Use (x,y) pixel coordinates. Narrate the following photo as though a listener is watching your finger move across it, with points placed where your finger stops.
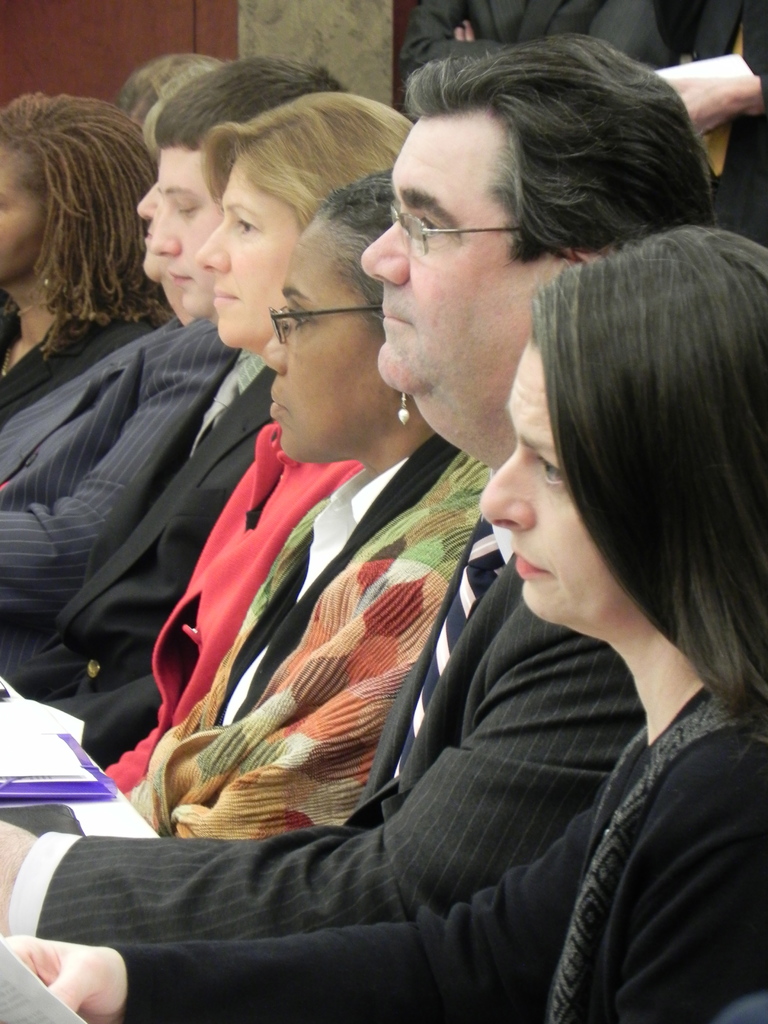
In this image there are people (350,198) sitting on chairs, in the background (623,12) there are people (568,12) standing and there is a wall (193,46).
